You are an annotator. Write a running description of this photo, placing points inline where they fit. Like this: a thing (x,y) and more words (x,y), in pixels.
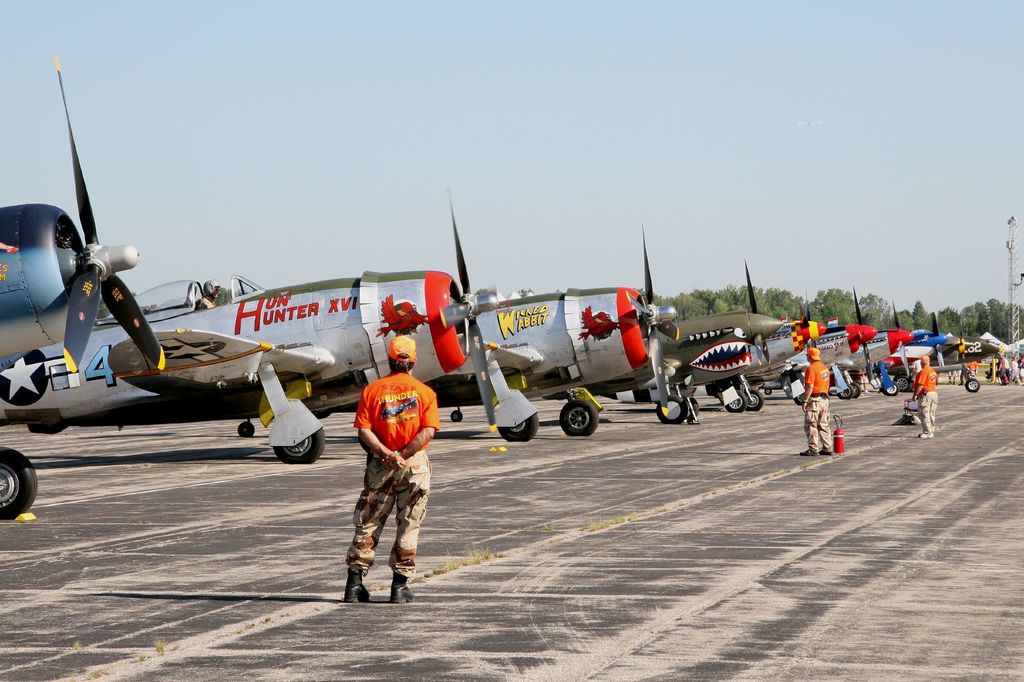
In this picture I can see there are airplanes (263,376) and they are on the runway (481,516) and there are trees (826,319) in the backdrop (714,296) and the sky (415,132) is clear.
